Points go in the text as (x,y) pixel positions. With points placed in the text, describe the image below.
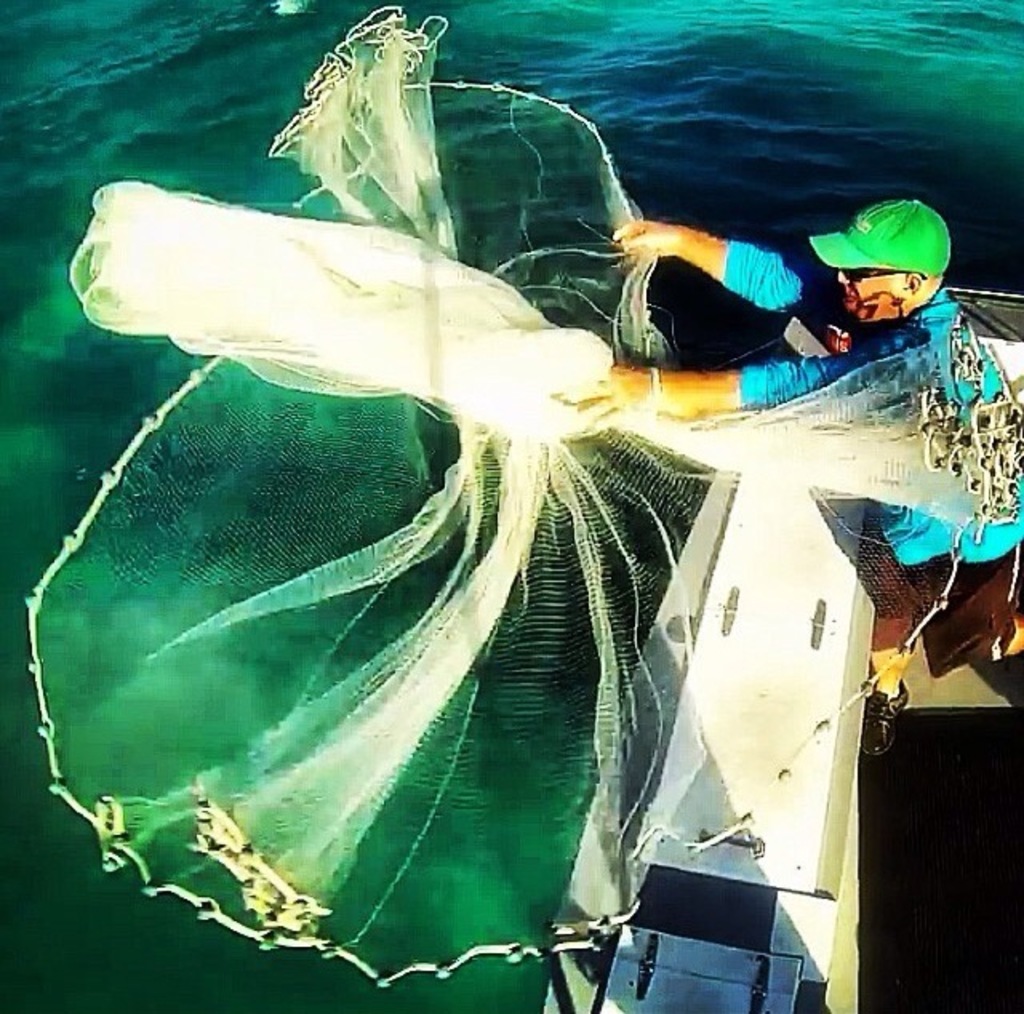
As we can see in the image there is a boat (912,899), a man (912,282) standing over here, net (447,412) and water (529,26).
